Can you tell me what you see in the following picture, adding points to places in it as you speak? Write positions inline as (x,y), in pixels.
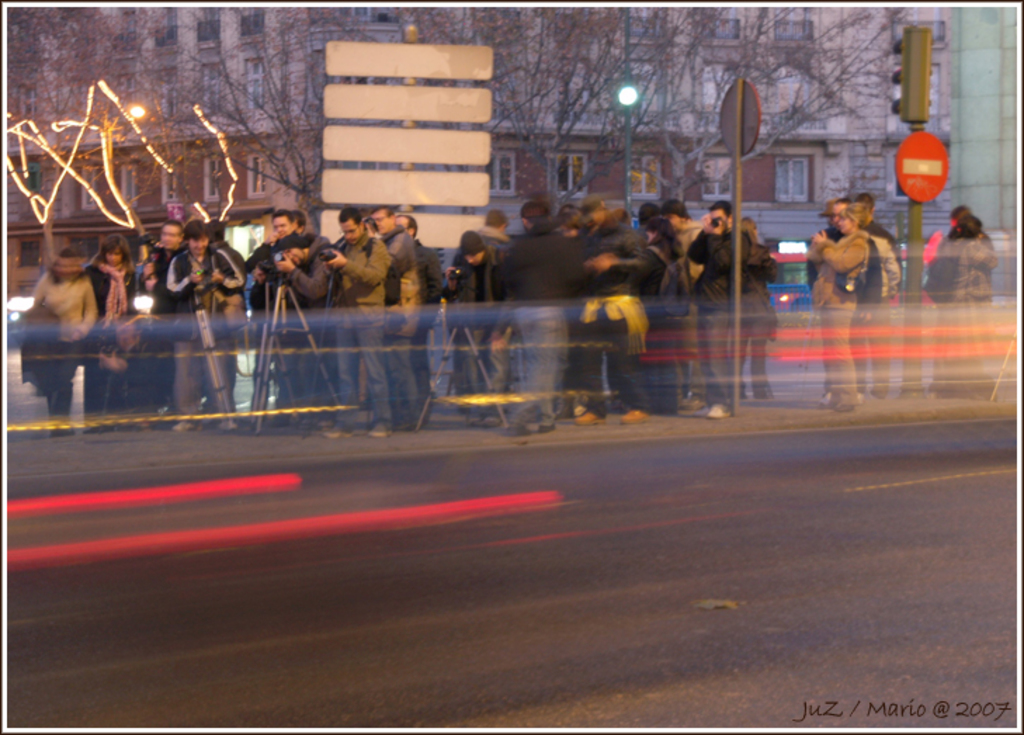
In this image we can see few people (404,337) standing on the pavement (190,451), some of them are clicking picture and some of them are looking into cameras (266,259), there is a road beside the pavement (750,379), there is a pole (738,358) and a traffic light (917,77) with a board (747,112) and behind the people (599,277) there is a pole (410,164) with boards (401,132) and in the background (484,84) there are trees (318,81), lights (143,110) and a building (813,179).
